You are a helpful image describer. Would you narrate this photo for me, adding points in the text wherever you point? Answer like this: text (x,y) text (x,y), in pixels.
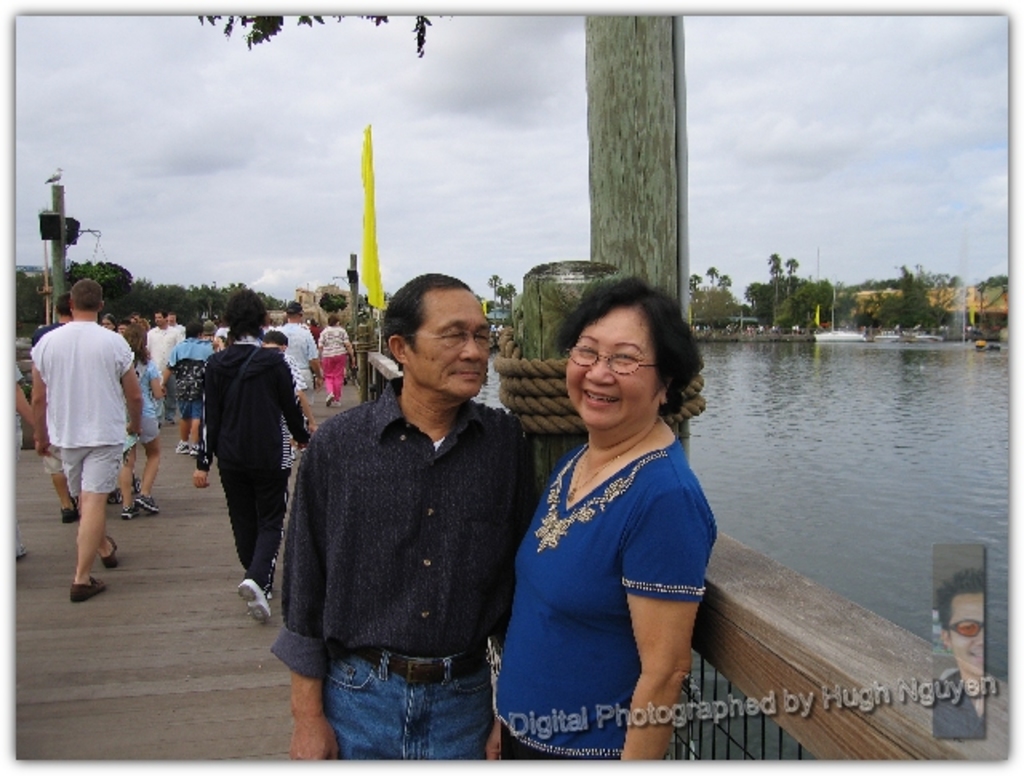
In this picture we can see a group of people (347,648) where some are walking on a platform (275,623) and two are standing and smiling, ropes (560,394), flag (367,275), poles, trees (900,322), boats (832,327) on water (865,488) and in the background (733,168) we can see the sky (403,119) with clouds (732,168).
